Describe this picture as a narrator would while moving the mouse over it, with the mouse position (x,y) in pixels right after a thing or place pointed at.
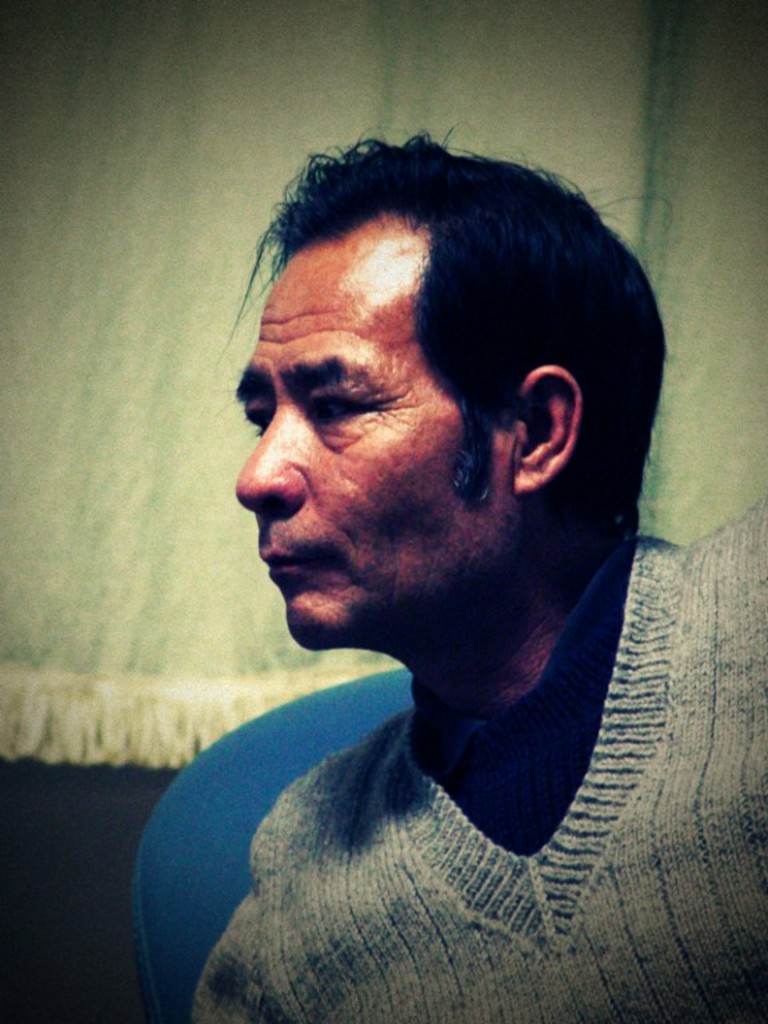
In this image we can see a person (543,763), there is an object (220,906) looks like a chair (208,886) behind the person (537,896) and there is a curtain (192,256) in the background (192,256).
